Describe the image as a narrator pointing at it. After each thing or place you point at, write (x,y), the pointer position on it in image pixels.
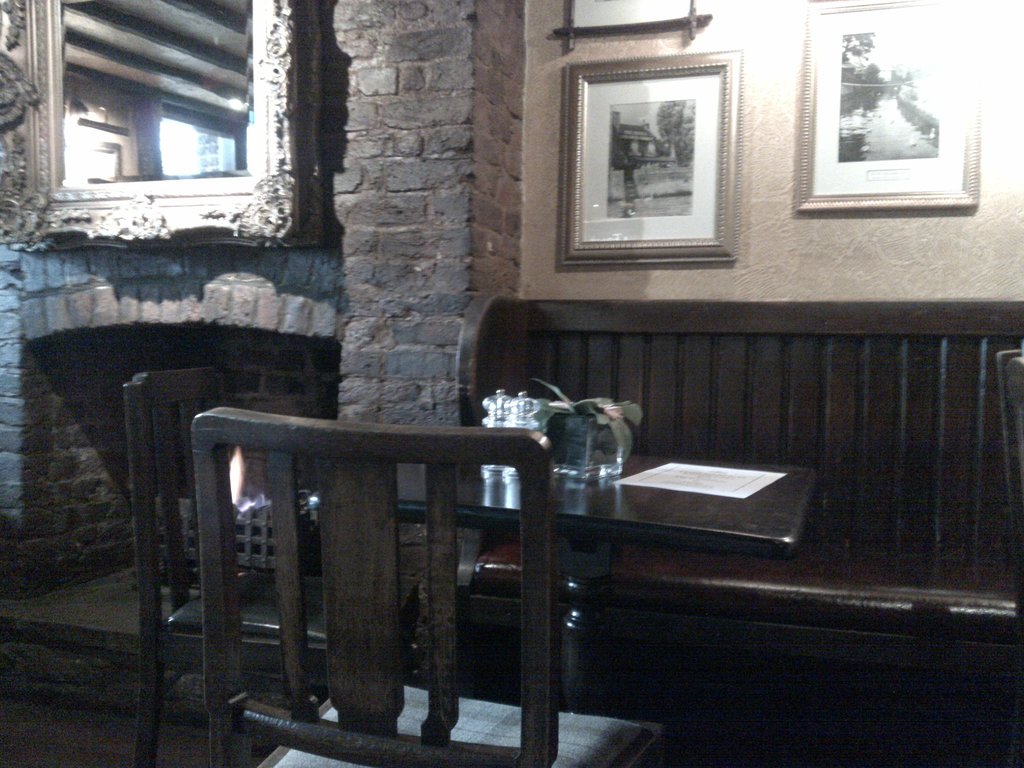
Pictures (686,158) on wall (1002,95). This is a table (630,512) and chairs (201,633). On table (660,532) there is a plant (563,429), jar (563,429) and paper (688,485).
